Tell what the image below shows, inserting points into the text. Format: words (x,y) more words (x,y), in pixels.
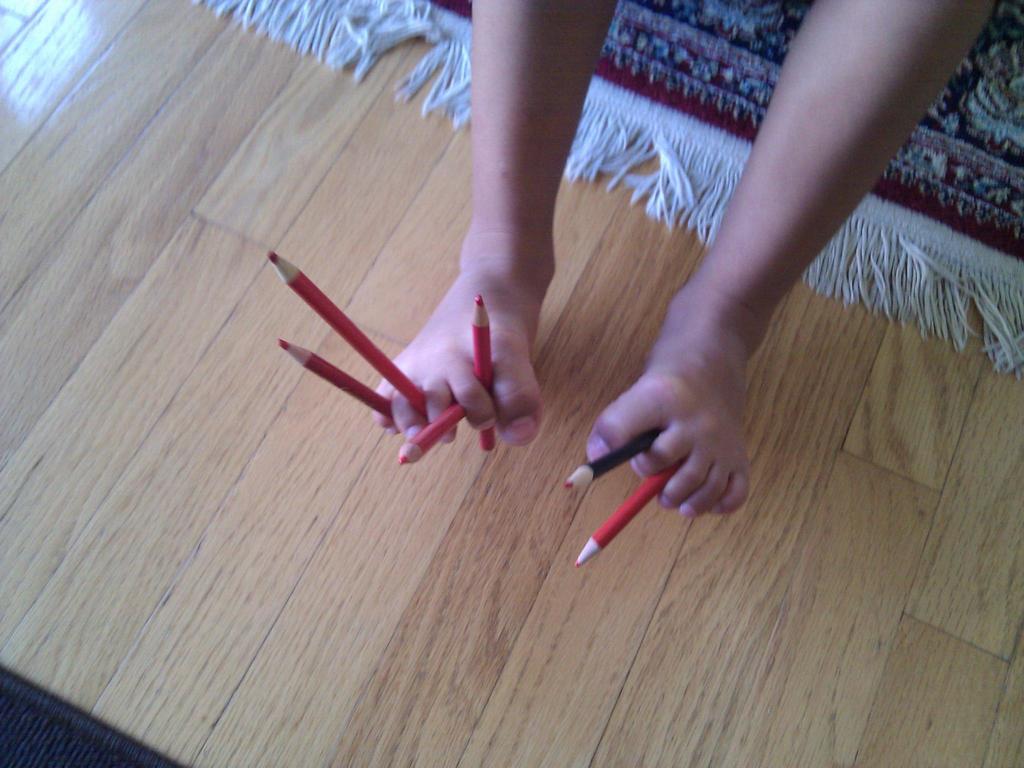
In this image I can see a person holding few pencils (284,274) with legs (760,324). Background (669,110) I can see a carpet (644,113) in maroon color and the carpet (621,97) is on the wooden board (286,450).
